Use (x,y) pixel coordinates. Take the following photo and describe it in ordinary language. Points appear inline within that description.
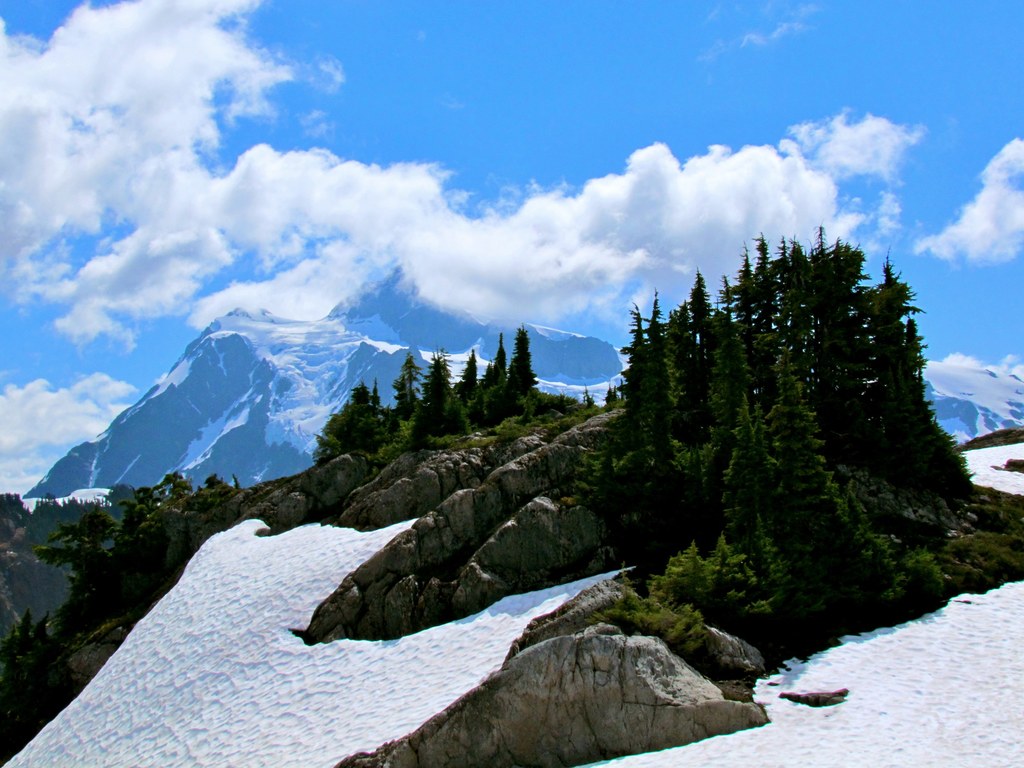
In this image in front (504,469) there are rocks (471,692), plants (618,450). At the bottom of the image (254,702) there is snow (307,690) on the surface (303,696). In the background of the image (90,570) there are trees (49,517), mountains (255,410) and sky (519,129).
